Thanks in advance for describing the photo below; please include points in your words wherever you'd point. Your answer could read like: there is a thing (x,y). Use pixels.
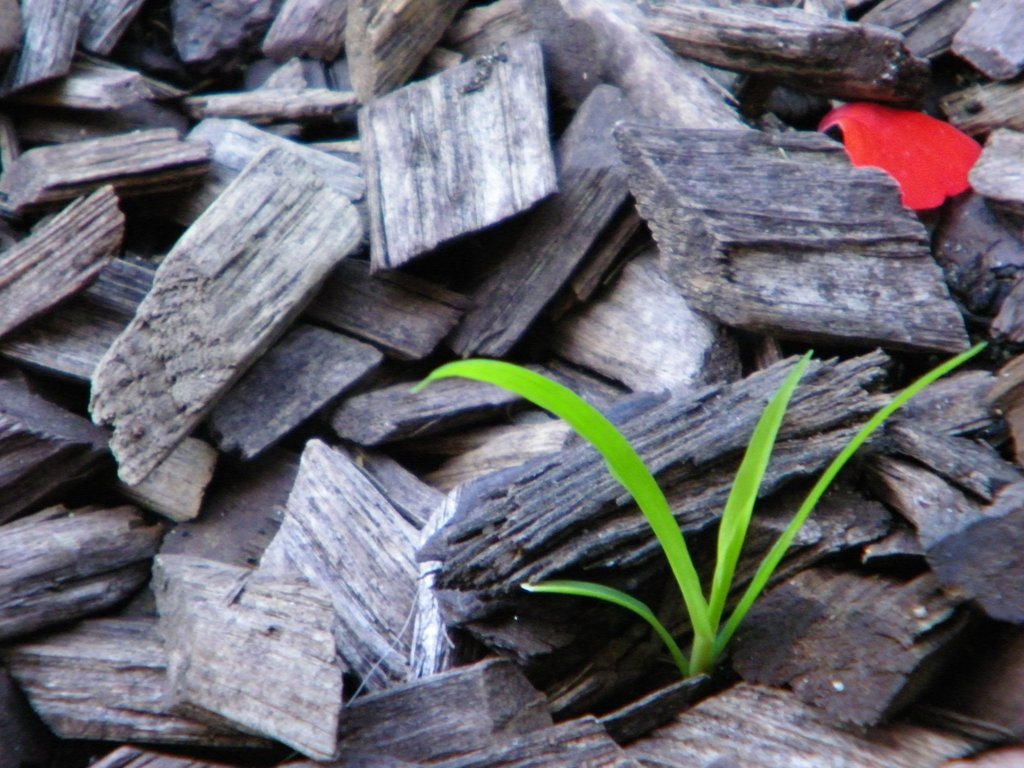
In the picture there are many wooden pieces (584,280) and in between those pieces (882,194) there is a flower petal (873,149) and green grass (702,631).
